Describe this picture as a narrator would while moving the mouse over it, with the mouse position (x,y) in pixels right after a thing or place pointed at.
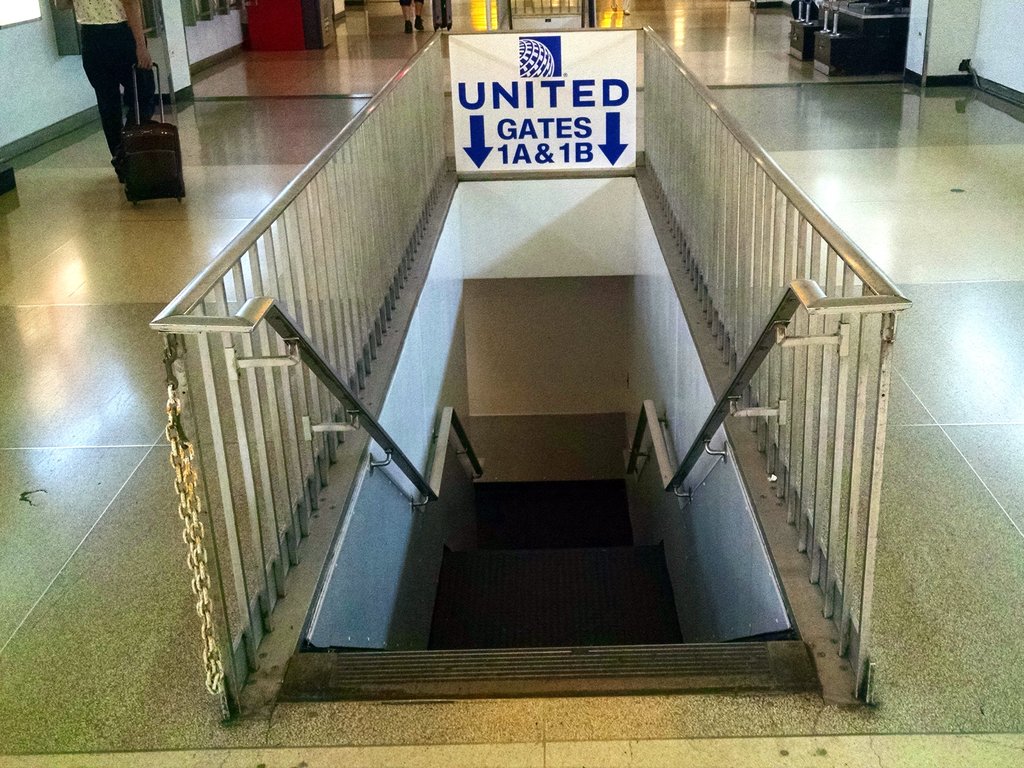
In this image, I can see the stairs (550,545) with the staircase holders (466,466) and a board (470,143) attached to the iron grilles (809,362). At the top left side of the image (109,50), there is a person (107,67) standing and holding a trolley bag (134,158). At the top right side of the image (833,69), I can see an object (843,75) on the floor (942,226).
